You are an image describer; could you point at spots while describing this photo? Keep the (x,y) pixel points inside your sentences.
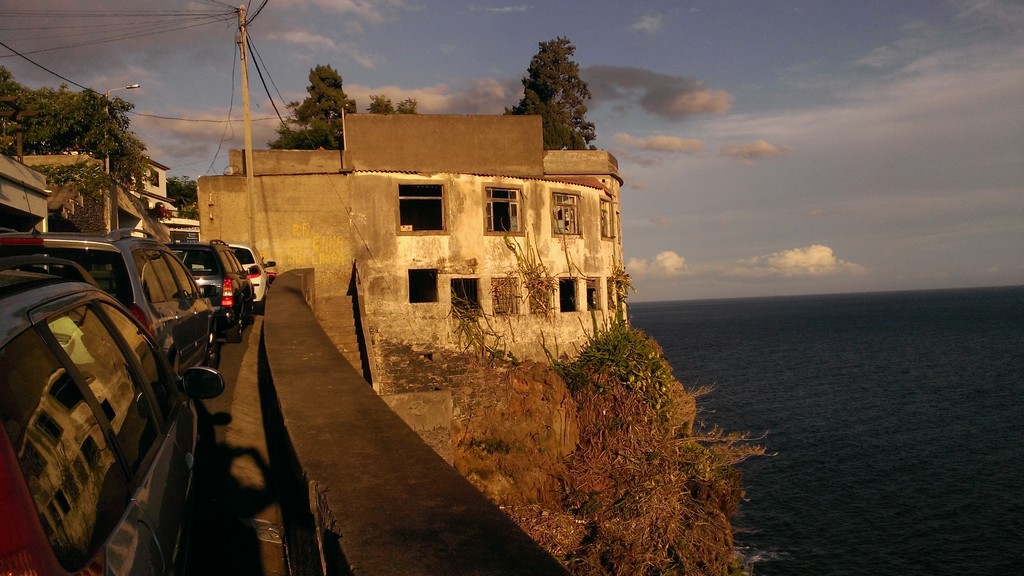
On the left side of the image (113,370) there are cars (151,533) on the road (200,523). And also there is a small wall (315,432). Behind them there are trees (84,141) and buildings (145,184). And also there is an electrical pole (246,25) with wires (200,20) and there is a pole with streetlight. Beside the wall (306,339) there is a building (371,215) with windows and walls (450,117). On the right side of the image (902,310) there is water (837,348). At the top of the image (500,21) there is sky (607,37) with clouds (485,85).
